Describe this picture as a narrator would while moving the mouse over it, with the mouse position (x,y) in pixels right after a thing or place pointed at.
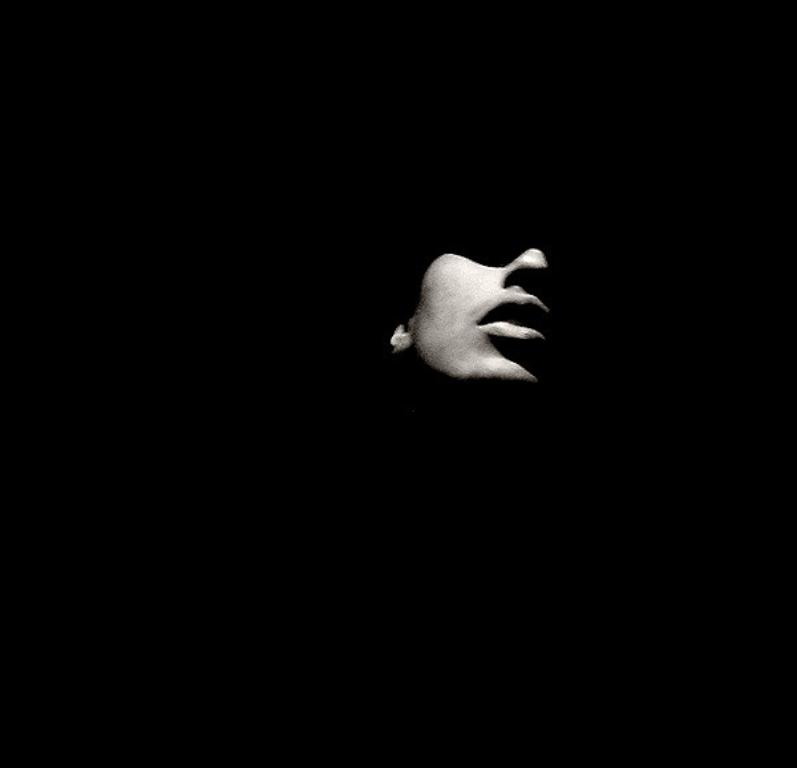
In this image there is a face (497,327) of a person (443,324) which is in the center (444,328).
